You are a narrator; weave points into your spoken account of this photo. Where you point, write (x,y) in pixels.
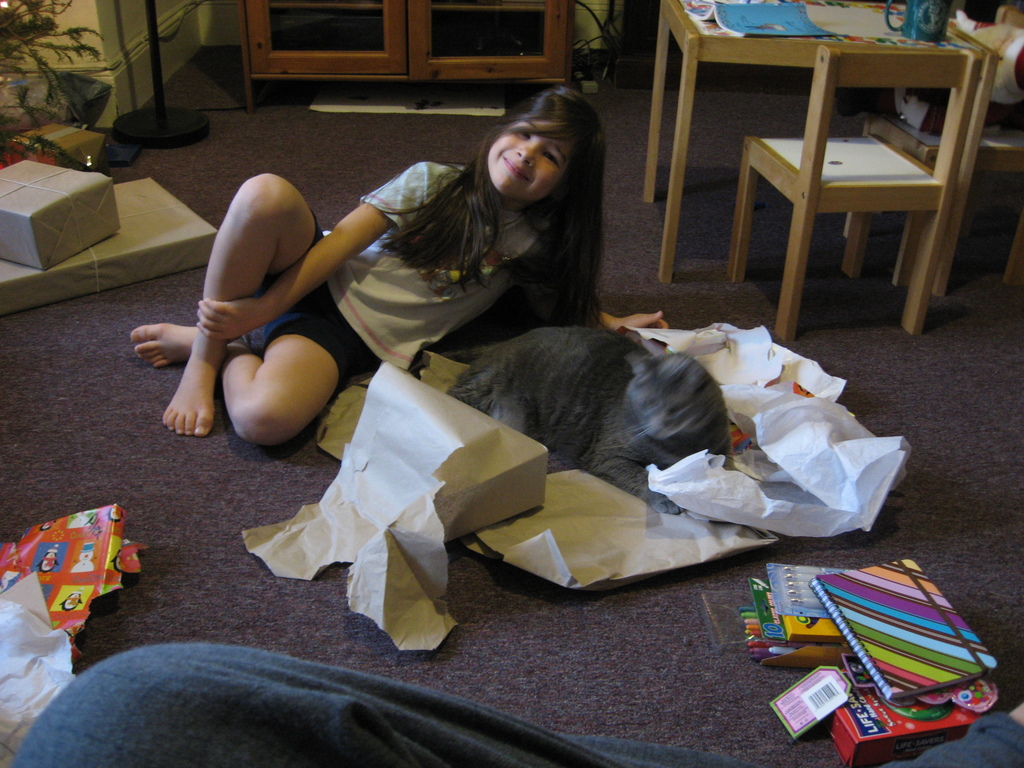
There is a girl (343,338) sitting on the floor (170,432). There are wrappers (522,531), an animal (618,403), books (884,646), colors (776,646), boxes (113,236) are on the floor (501,576). Behind her there is a table (751,57) and chair (802,150). There is a door (255,34), stand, some gift items (75,133) are there in the background (71,112).
